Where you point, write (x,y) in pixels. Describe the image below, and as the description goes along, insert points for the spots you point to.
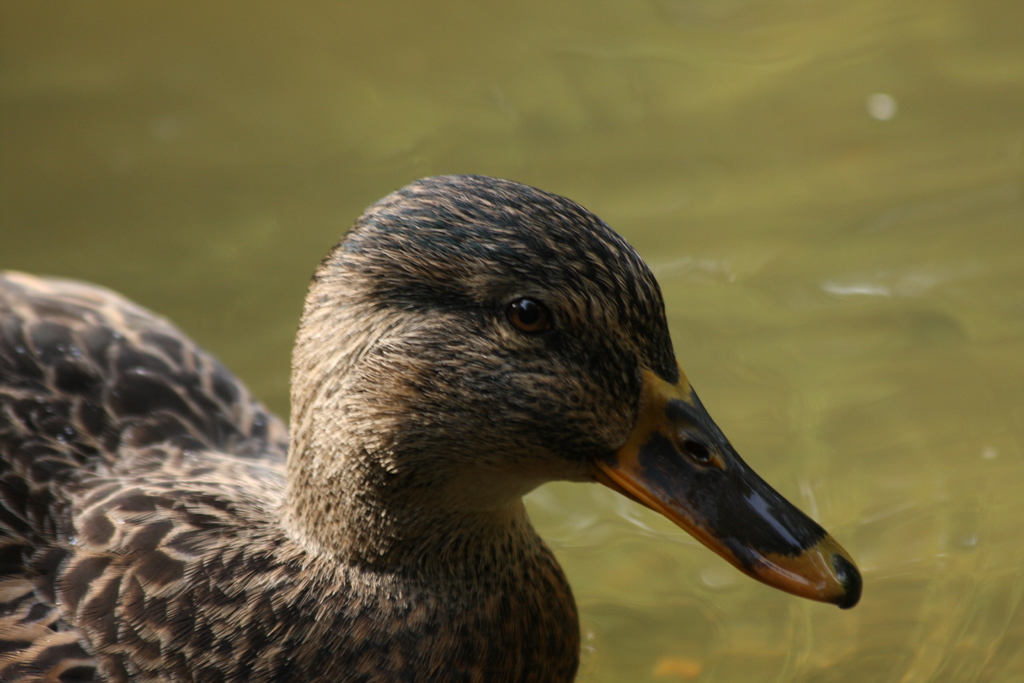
In this image we can see a duck (399,324) on the water (249,213).
